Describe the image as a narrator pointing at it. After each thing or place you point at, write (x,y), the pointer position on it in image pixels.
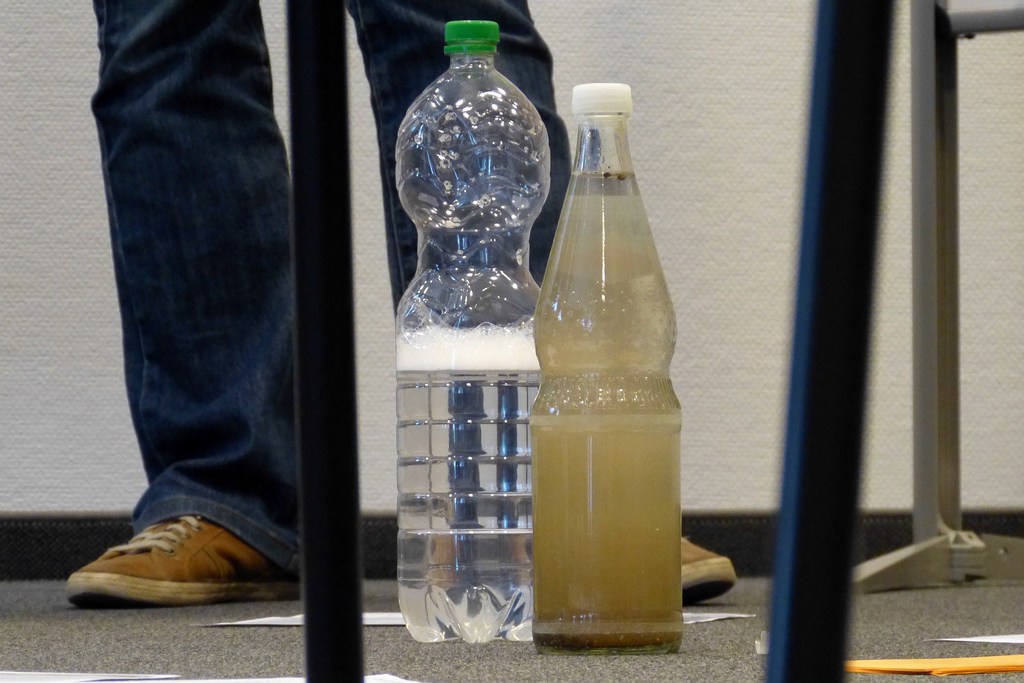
There are two bottles (525,333) where one is pure water (471,427) and the other one contains dirt water (607,361) and there is a person (170,243) wearing blue jeans (193,212) in the background (193,212).
